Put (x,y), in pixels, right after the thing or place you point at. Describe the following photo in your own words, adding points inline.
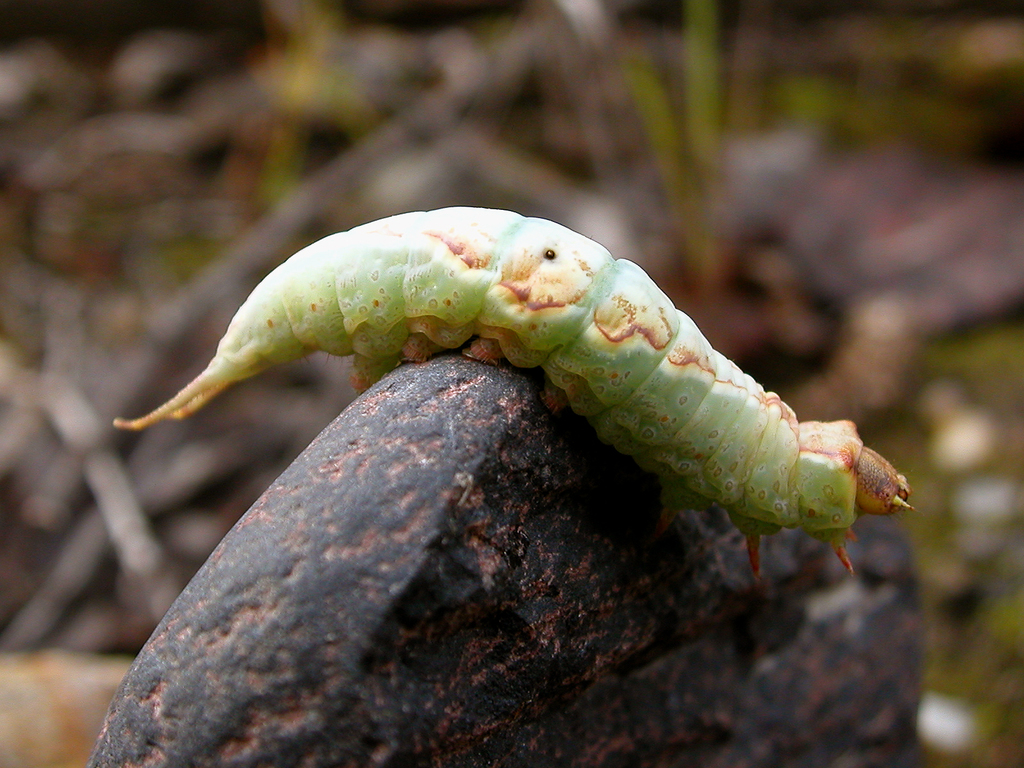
In this picture I can see a caterpillar (522,234) on a stone (533,411). I see that it is totally blurred in the background (851,187).
